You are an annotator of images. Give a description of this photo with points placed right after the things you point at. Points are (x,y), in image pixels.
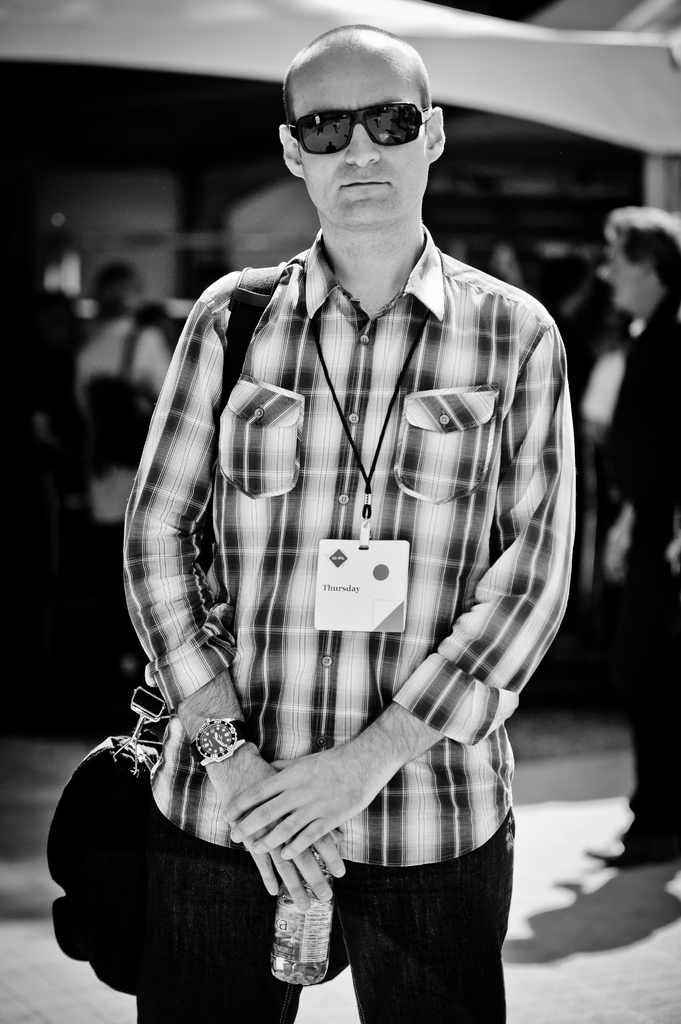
In this image I can see the person (199,798) is wearing the bag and holding the bottle (303,929). Background (523,20) is blurred and the image is in black and white.
